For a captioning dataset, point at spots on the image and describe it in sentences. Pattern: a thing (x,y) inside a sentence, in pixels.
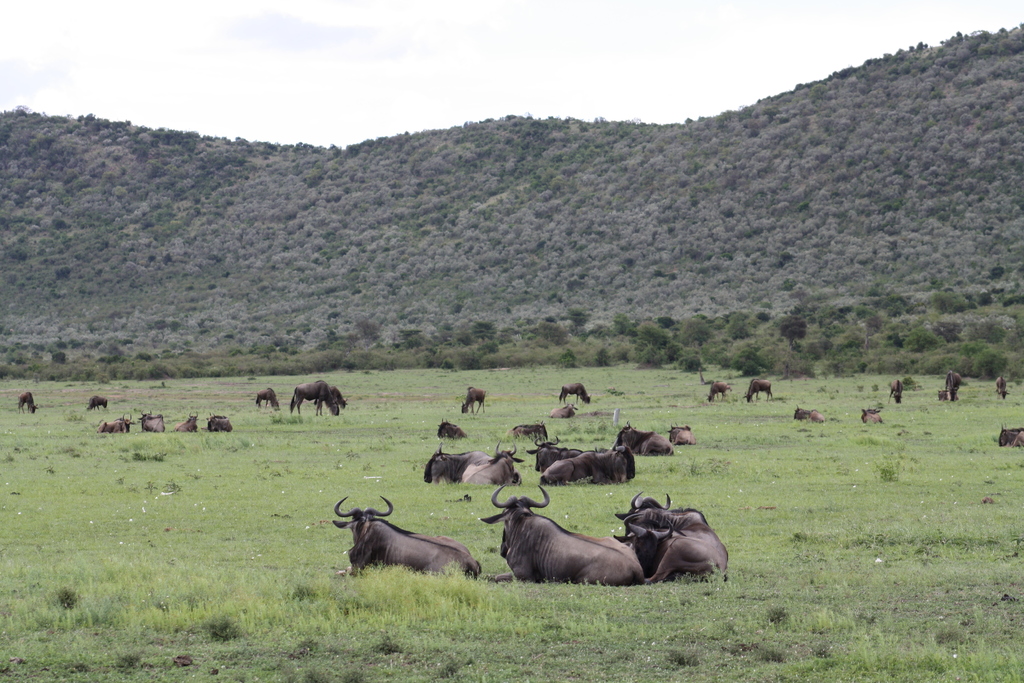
In this image I can see many animals (226,424), they are in brown and black color some are sitting and some are standing. Background (858,341) I can see trees (551,354) in green color and sky (483,59) in white color.
